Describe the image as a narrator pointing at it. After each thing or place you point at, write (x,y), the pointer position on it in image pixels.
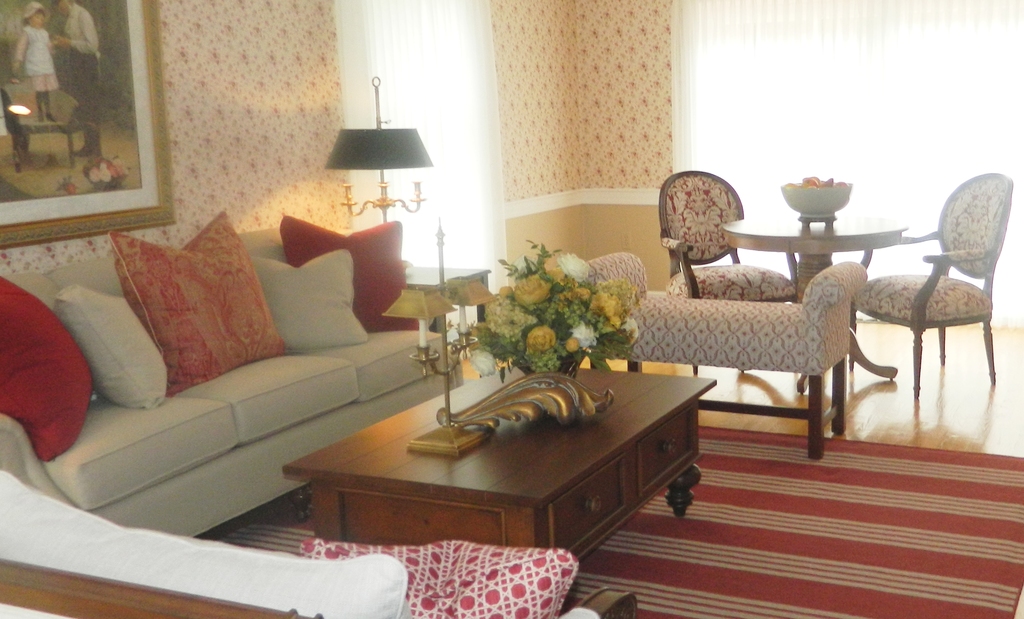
On the left (218,431) it's a sofa (364,353) in the middle (641,389) it's a table (605,373) there are chairs (980,184) in the right (995,214) and mat (726,539) in the down.
